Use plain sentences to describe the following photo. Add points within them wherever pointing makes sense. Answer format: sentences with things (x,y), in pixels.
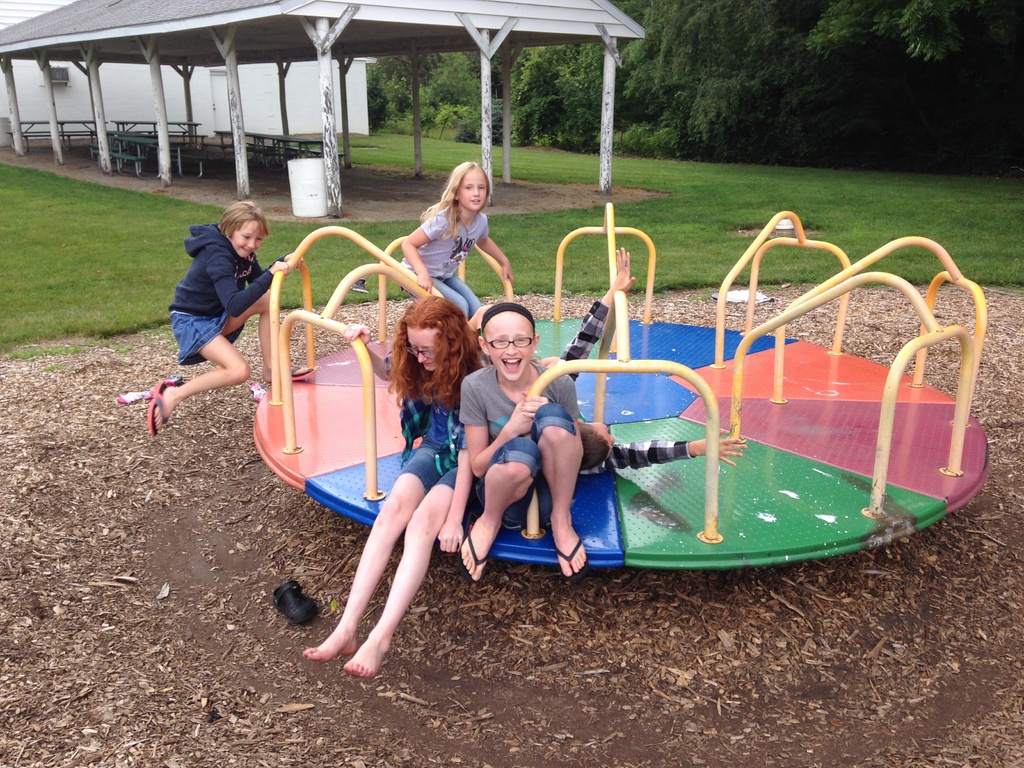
In this image there are two boys (569,432) on an object (822,418), there are three girls (438,361) on an object (657,487), there is ground (273,649) towards the bottom of the image (575,674), there are objects (292,598) on the ground (236,649), there is grass (959,212) towards the right of the image (981,214), there is grass (43,272) towards the left of the image (25,280), there are benches (187,130), there is a wall (69,96), there are objects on the wall (114,87), there is a roof (346,51) towards the top of the image (423,26), there are trees (757,58) towards the top of the image (709,48).
